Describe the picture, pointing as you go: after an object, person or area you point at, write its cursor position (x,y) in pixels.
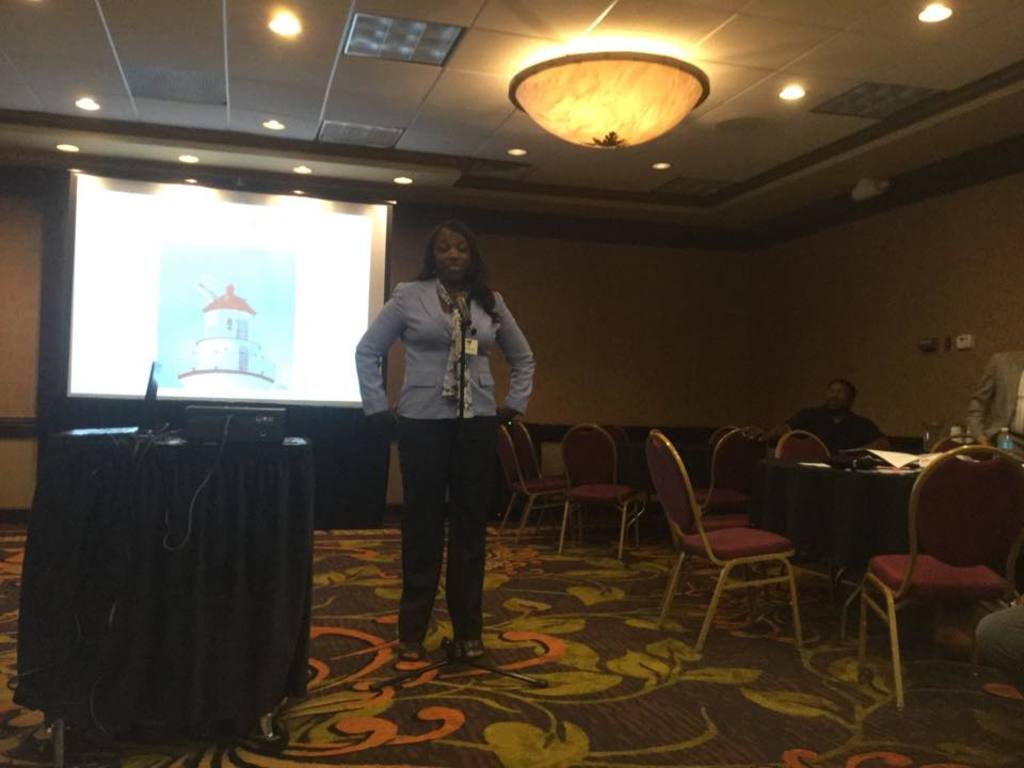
As we can see in the image there is a woman (467,477) standing. Behind the woman (473,335) there is a wall (628,282), screen (342,255) and there is a table (135,475) on the left side (182,601), tables (852,505) and chairs (682,462) on the right side (880,495).
